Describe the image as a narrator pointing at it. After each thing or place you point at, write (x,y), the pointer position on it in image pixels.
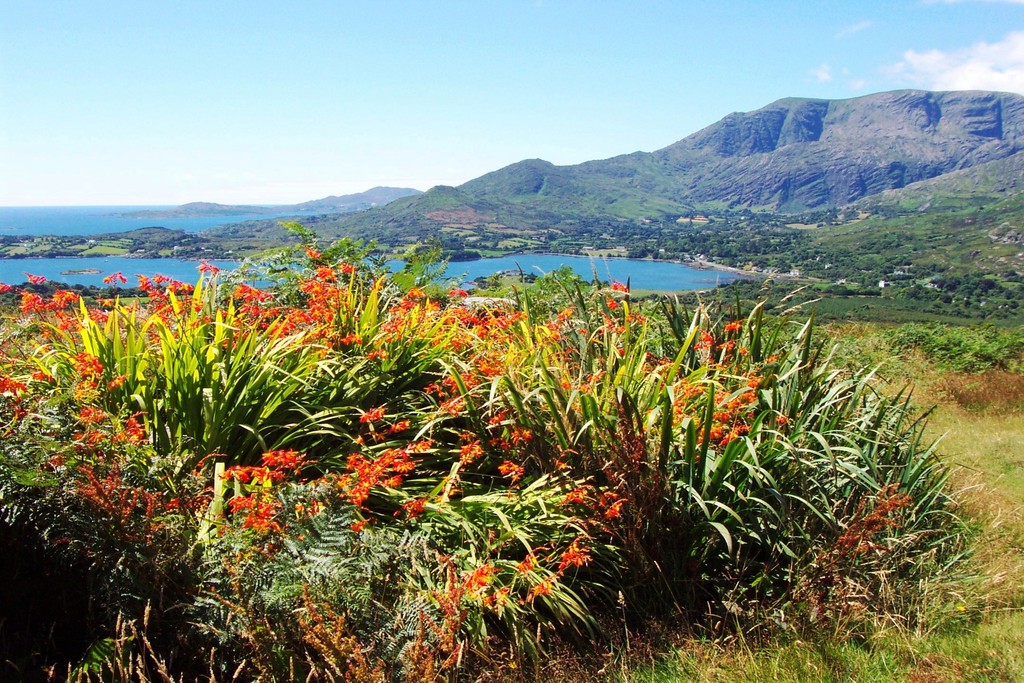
In this picture we can see some plants (451,432), flowers (477,443) and grass (971,641) in the front (919,558), there is water (195,223) in the middle (521,262), in the background (528,248) there is a hill (775,130), we can see the sky (432,48) at the top of the picture (342,47).
